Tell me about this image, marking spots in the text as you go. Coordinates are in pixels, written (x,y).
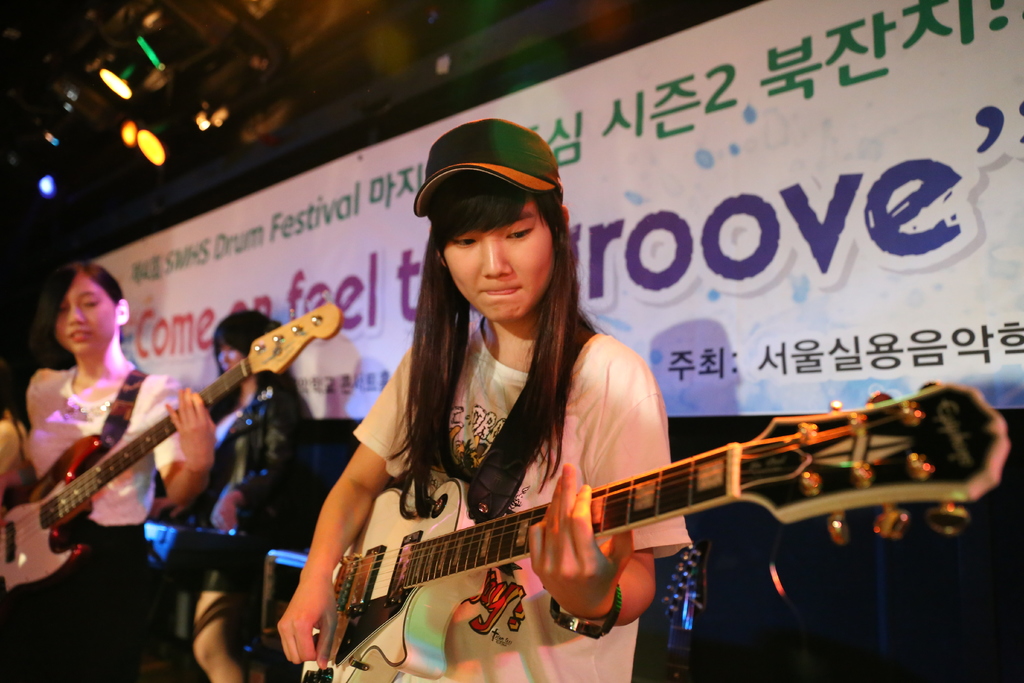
In the picture there are two women (497,588) playing guitar (379,507), behind there is another woman (280,472) standing, behind them there is a banner (192,362) with the text (776,47), there are lights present on the roof (409,45).
